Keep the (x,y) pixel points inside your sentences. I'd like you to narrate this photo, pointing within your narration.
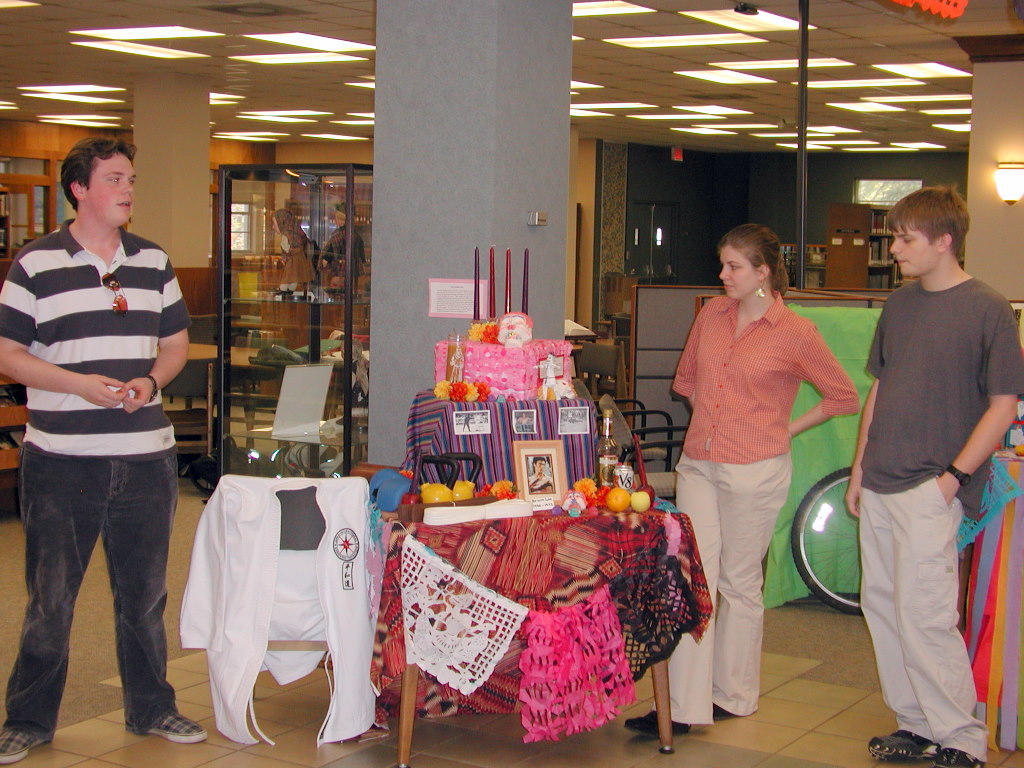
In the image we can see two men (932,438) and a woman (769,353) standing, wearing clothes (926,720), shoes (886,738) and the woman (770,367) is wearing earrings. Here we can see clothes (514,580) and frames (529,461). Here we can see floor (818,714), wheel (812,569), pillar (499,135), pole (800,166) and lights (1012,197).
